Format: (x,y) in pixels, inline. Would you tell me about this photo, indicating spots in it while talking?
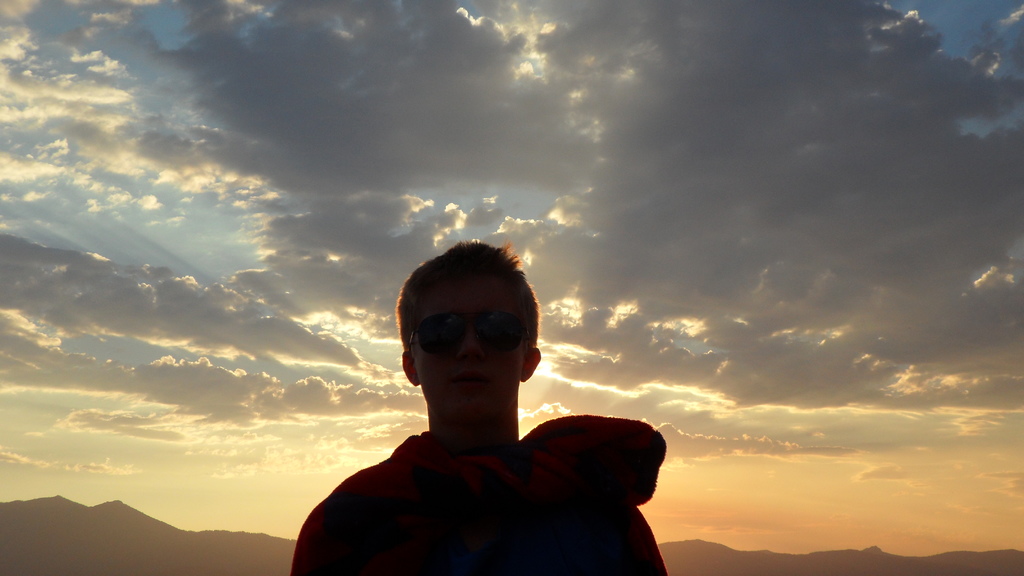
This is an outside view. At the bottom (481,473) there is a person (481,487) wearing goggles (446,328). In the background (132,542) there are hills (125,536). At the top of the image (171,144) I can see the sky (180,168) and clouds (334,122).
